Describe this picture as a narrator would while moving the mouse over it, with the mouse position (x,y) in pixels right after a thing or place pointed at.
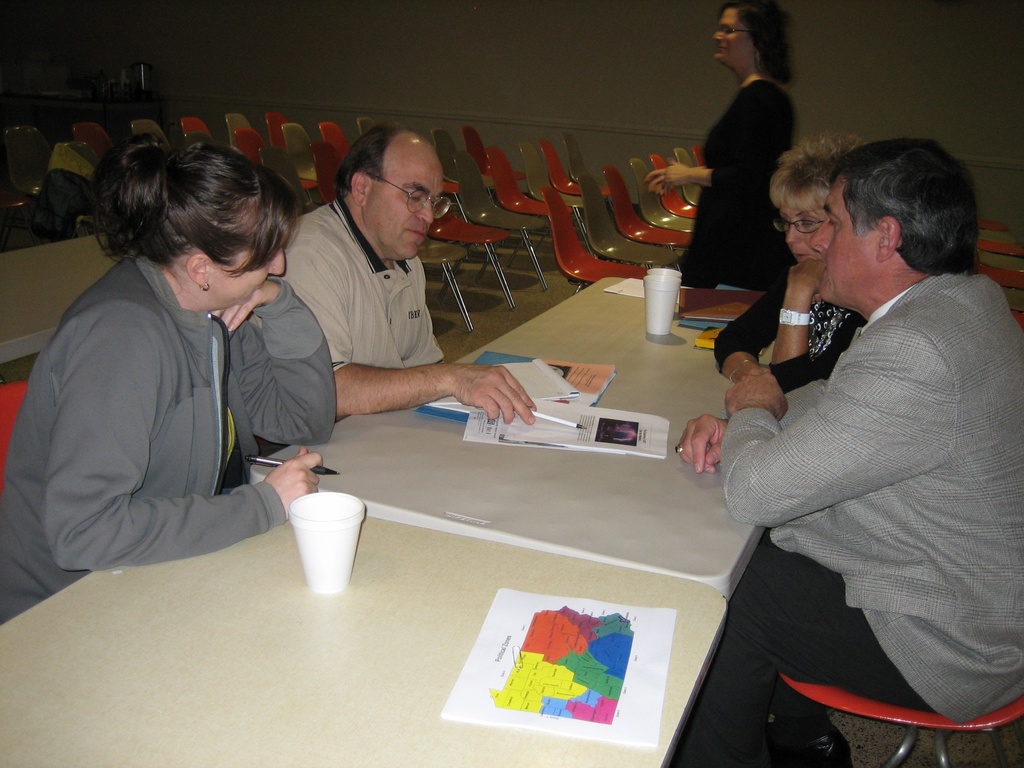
As we can see in the image there is a wall (600,76), chairs (20,148), few people (388,152) here and there and there is a table (290,620). On table (561,467) is a paper (512,636), glass (325,537), book (575,434) and pen (560,418).
